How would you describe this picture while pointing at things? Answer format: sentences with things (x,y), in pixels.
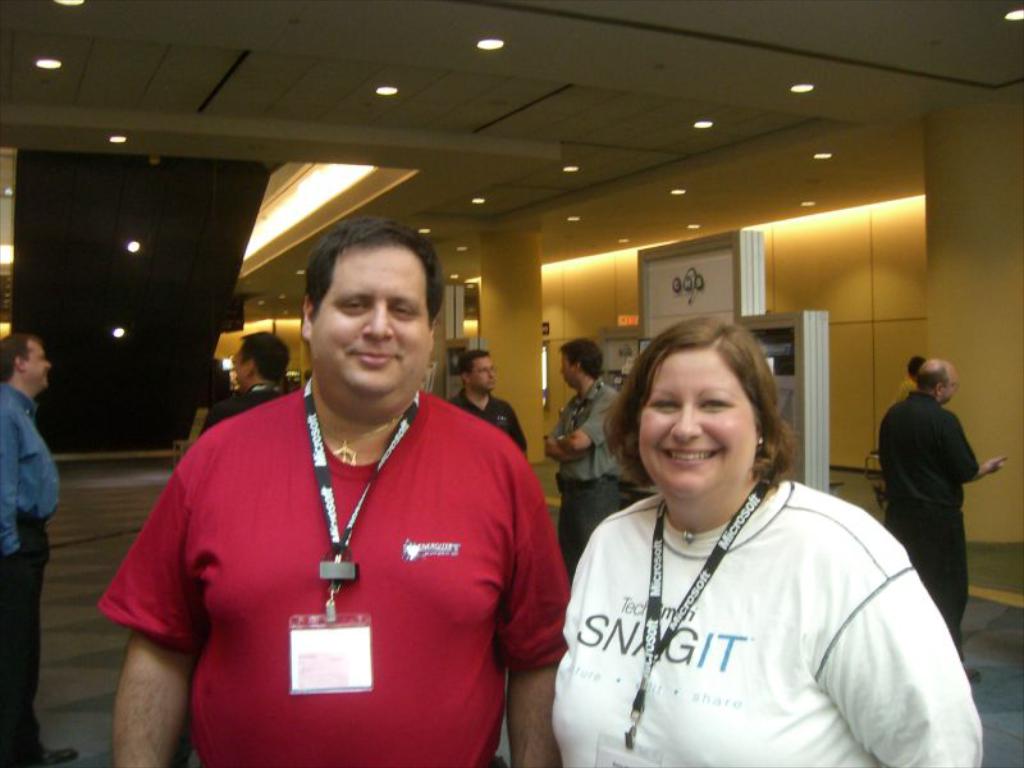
It is an office (525,402) and few people (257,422) are standing on the floor (86,550), In the front a woman (714,616) and a man (495,576) are standing and posing for the photo, both of them are smiling and they are wearing Microsoft id cards (355,639).
